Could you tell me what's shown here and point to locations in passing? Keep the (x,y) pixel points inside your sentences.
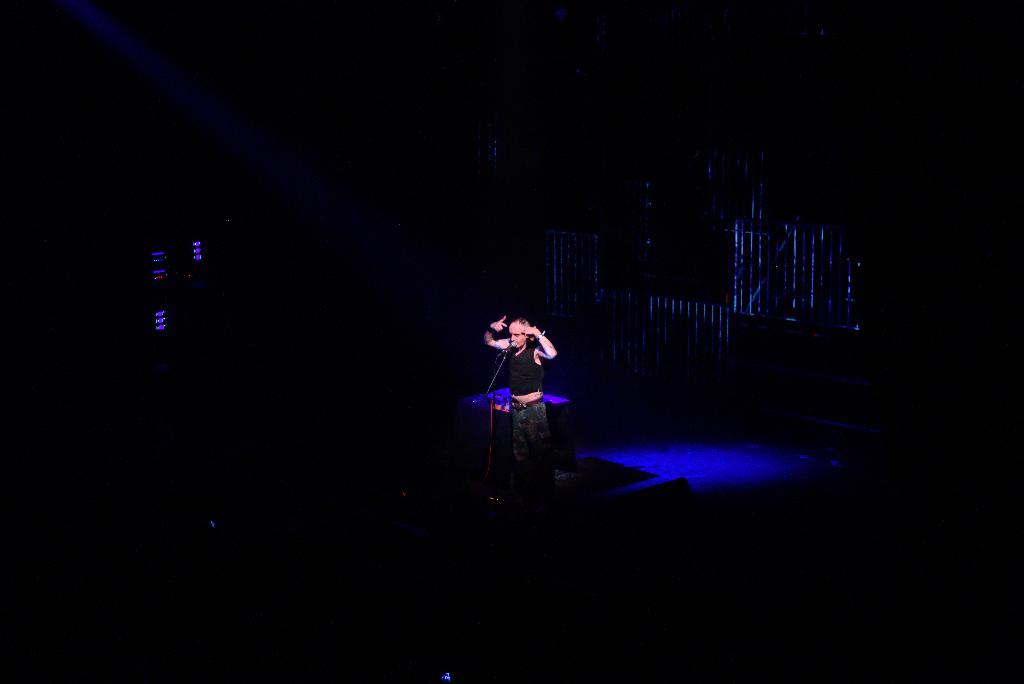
In this picture we can observe a person (524,393) standing in front of a mic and stand (490,394). We can observe blue color light (652,458) behind the person (522,347). The background (558,409) is completely dark.
